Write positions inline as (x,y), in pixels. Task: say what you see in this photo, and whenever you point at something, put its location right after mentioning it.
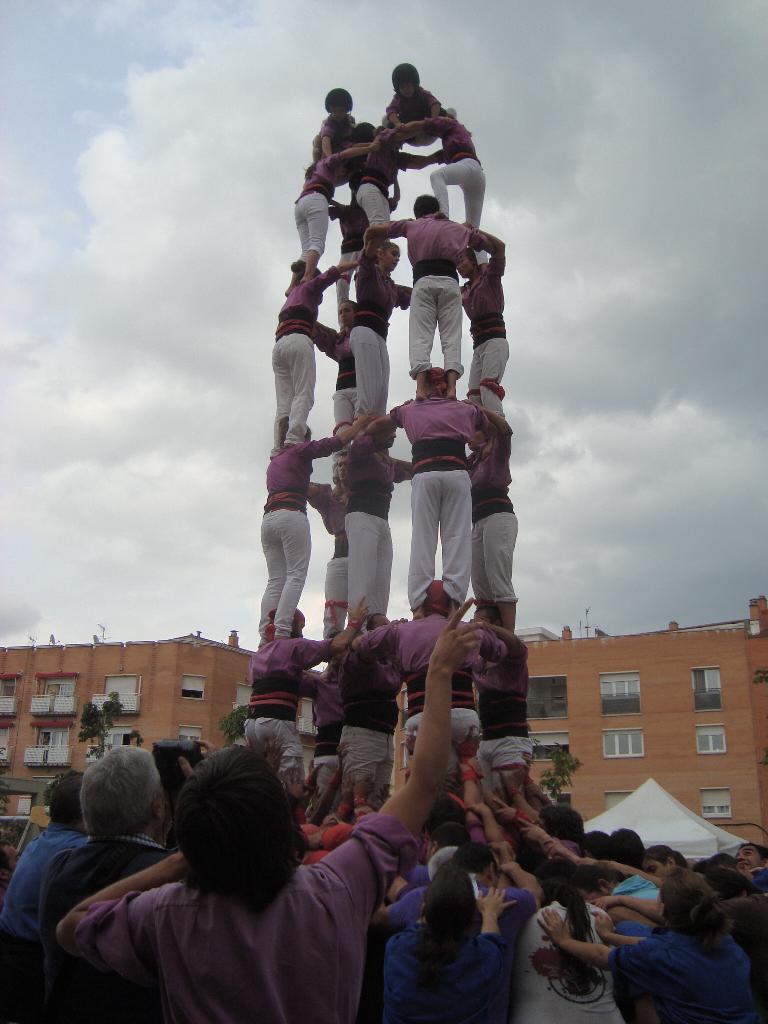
In this image I can see number of persons (272,881) are standing on the ground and few persons (421,483) wearing pink, black and white colored dresses (418,456) are standing on each other. In the background (661,737) I can see few buildings (603,690) which are brown in color, few windows (64,683) of the building (576,750) and the sky (550,232).
